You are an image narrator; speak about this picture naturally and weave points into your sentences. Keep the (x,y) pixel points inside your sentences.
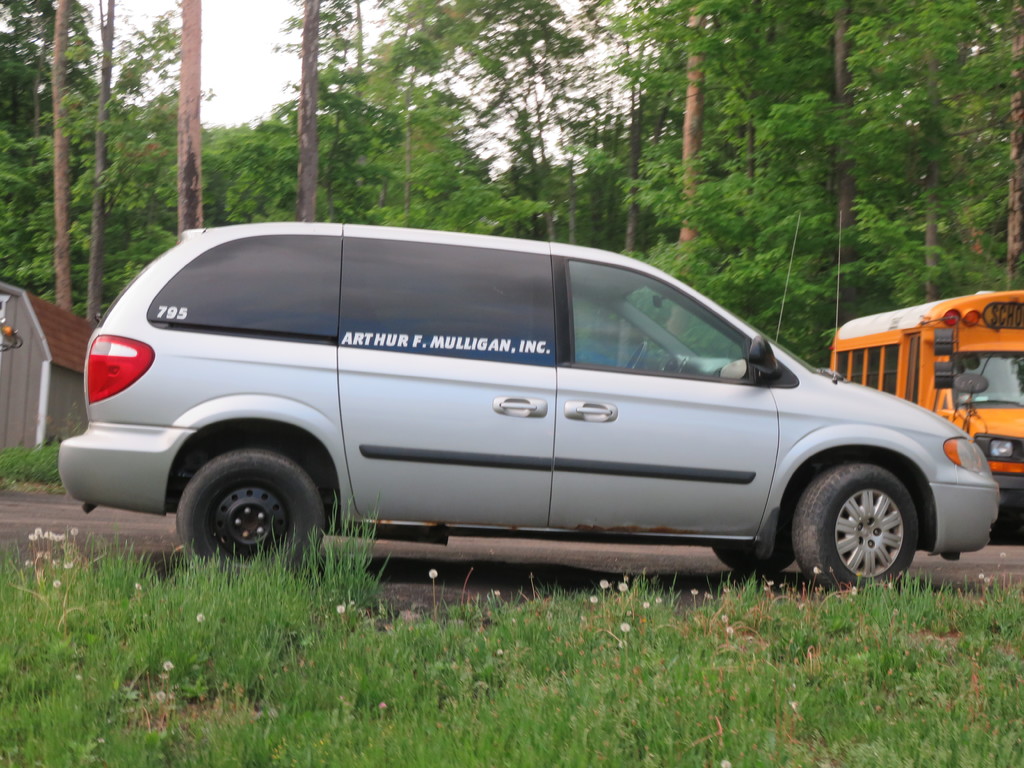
There is a car (499,424) in the middle of this image (438,398), and there are some trees (596,243) in the background (496,194). There is a grassy land (498,675) at the bottom of this image (531,679), and there is a yellow color bus (904,398) on the right side of this image (924,373). There is a house (26,389) on the left side of this image (32,375).
